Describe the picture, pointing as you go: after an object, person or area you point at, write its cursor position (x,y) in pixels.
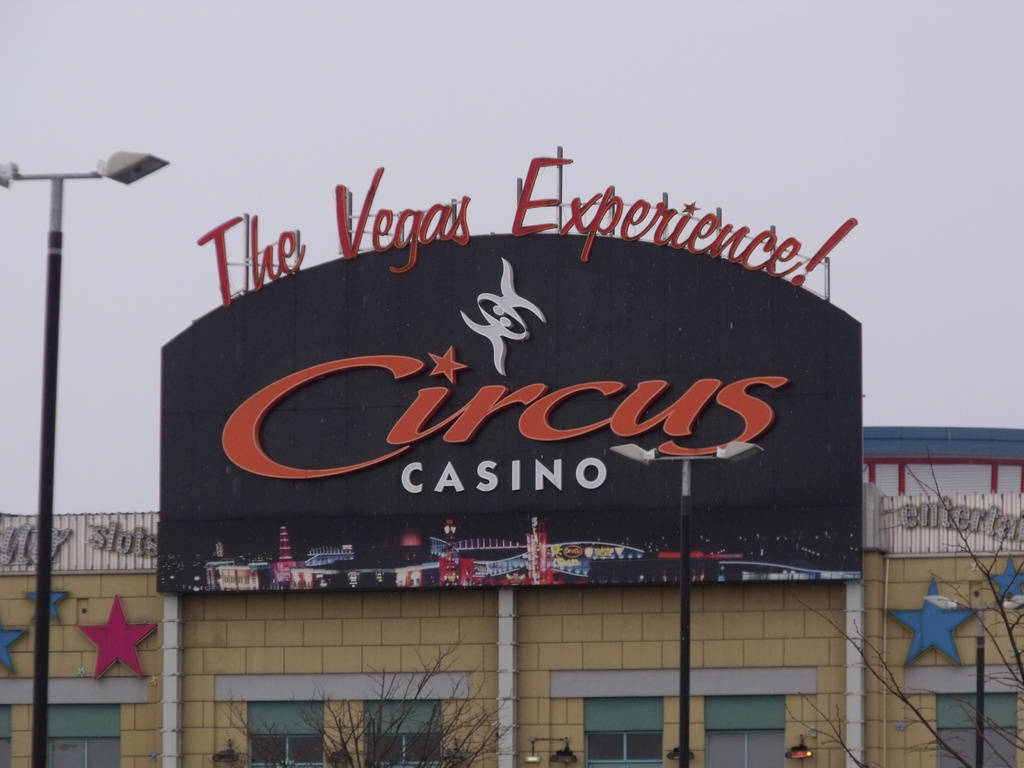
In this image we can see the building (802,617) with board (381,528) and there is the image (417,541) and text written on it. And we can see the light pole (113,162), trees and the sky (580,65).
